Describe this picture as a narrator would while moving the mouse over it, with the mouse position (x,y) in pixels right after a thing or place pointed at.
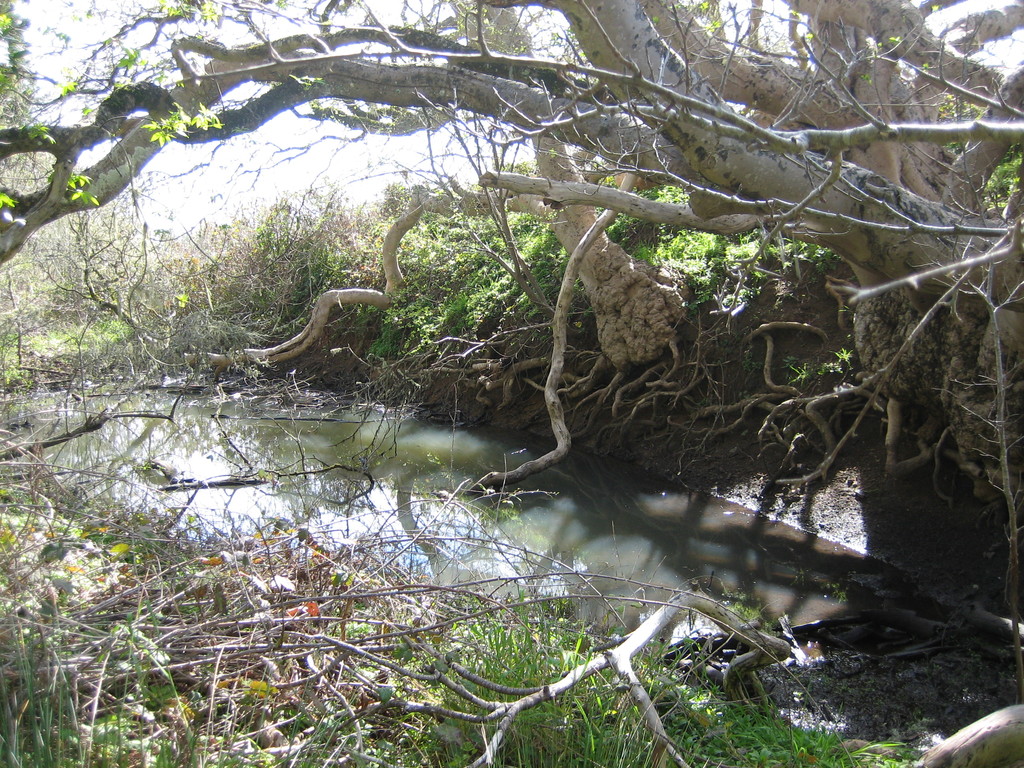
There is a tree (754,138) in the right top corner (815,103) and there is water (610,580) below it and there are few plants (68,572) on either sides of it.
